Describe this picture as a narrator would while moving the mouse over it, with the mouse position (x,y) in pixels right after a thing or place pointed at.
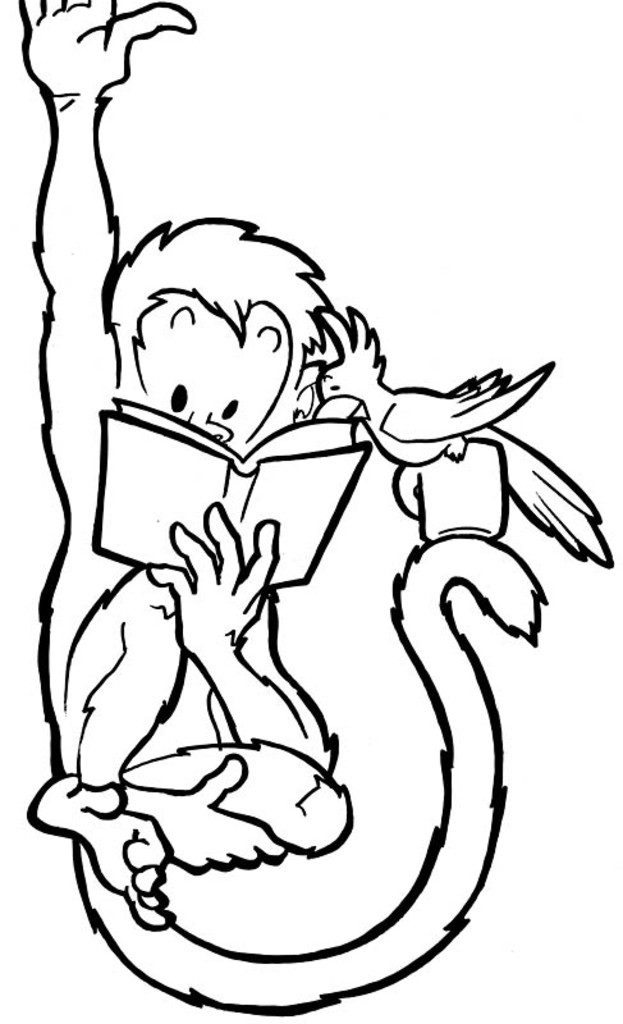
In this image we can see a picture (369,532) of an animal (184,683) holding book (253,530) in hand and a bird (557,527) on a cup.
